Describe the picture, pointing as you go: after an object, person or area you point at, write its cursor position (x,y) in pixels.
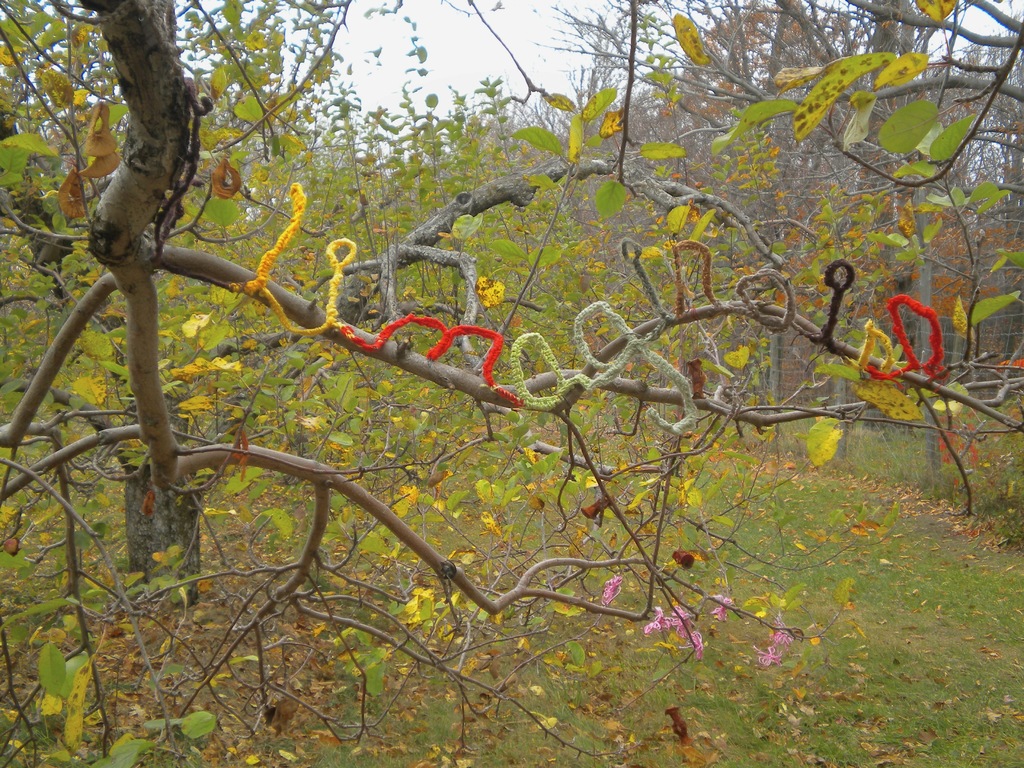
In this image we can see the trees (802,238), grass (891,481), dried leaves (905,516) and also the sky (452,49).
